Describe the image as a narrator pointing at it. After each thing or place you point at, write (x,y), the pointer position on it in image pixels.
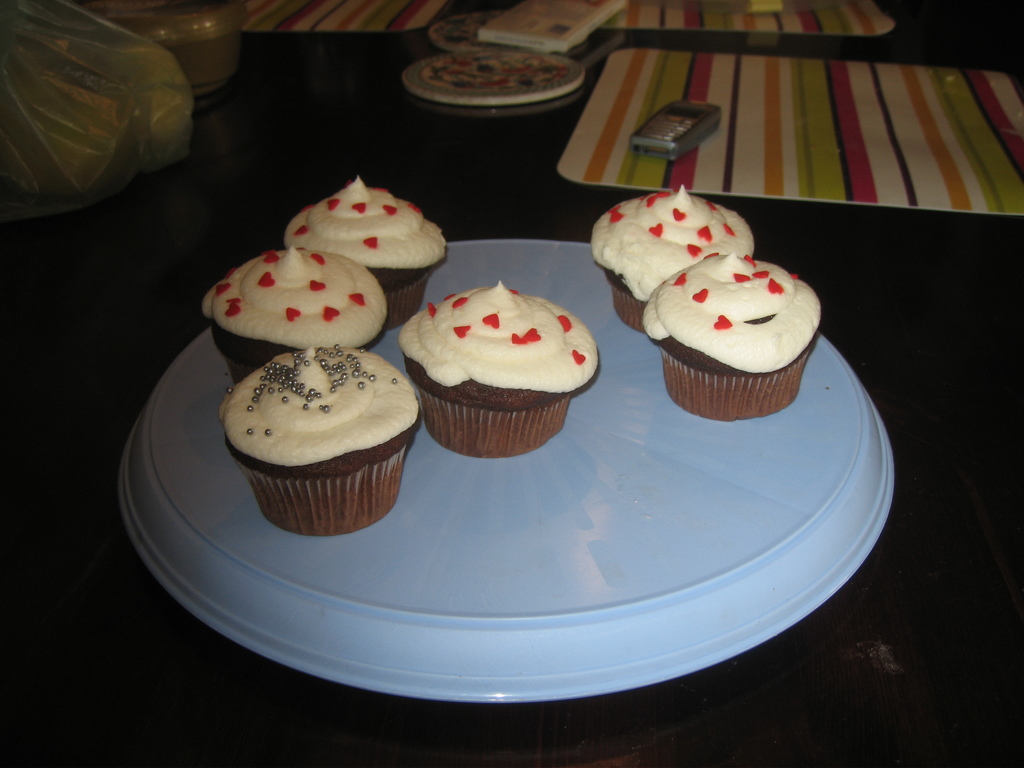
In this image I can see the black colored table (125,205) and on it I can see a light blue colored plate (572,509) and on the plate (511,516) I can see few cupcakes (390,467) which are red, cream and brown in color. I can see few pads (823,136) which are colorful, a mobile (691,104), a plastic bag (97,110) and few other objects (562,64) on the table (30,315).
